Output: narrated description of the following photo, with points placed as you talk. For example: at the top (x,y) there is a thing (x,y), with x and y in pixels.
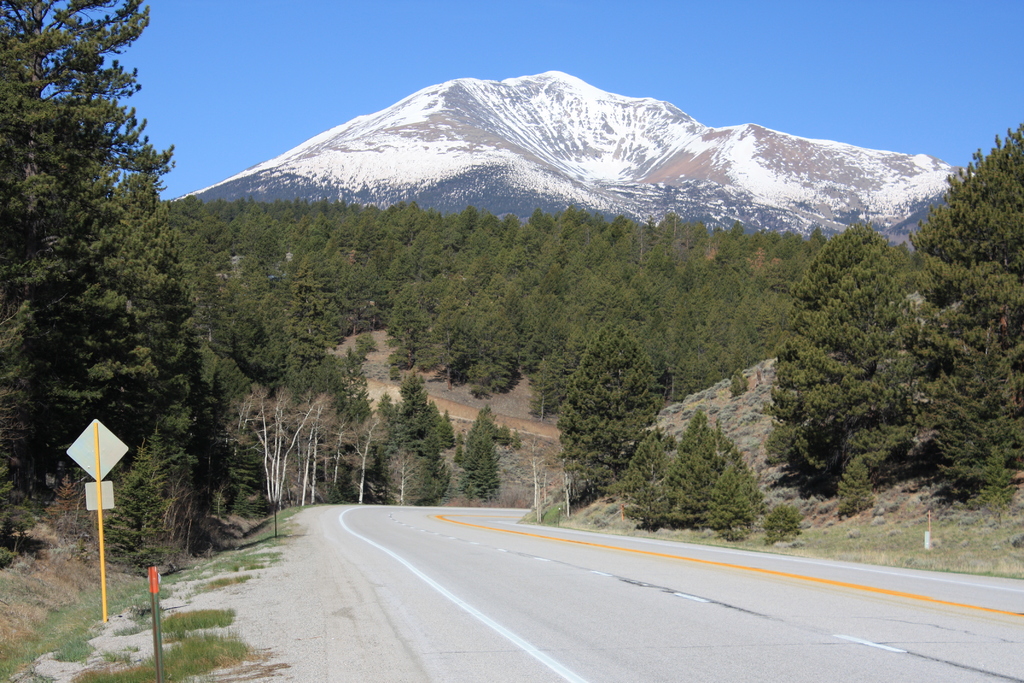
In this picture we can see grass (908,535), plants (867,492), poles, boards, road (890,570), and trees (588,409). In the background (360,151) we can see a mountain (685,136) and sky (589,51).
